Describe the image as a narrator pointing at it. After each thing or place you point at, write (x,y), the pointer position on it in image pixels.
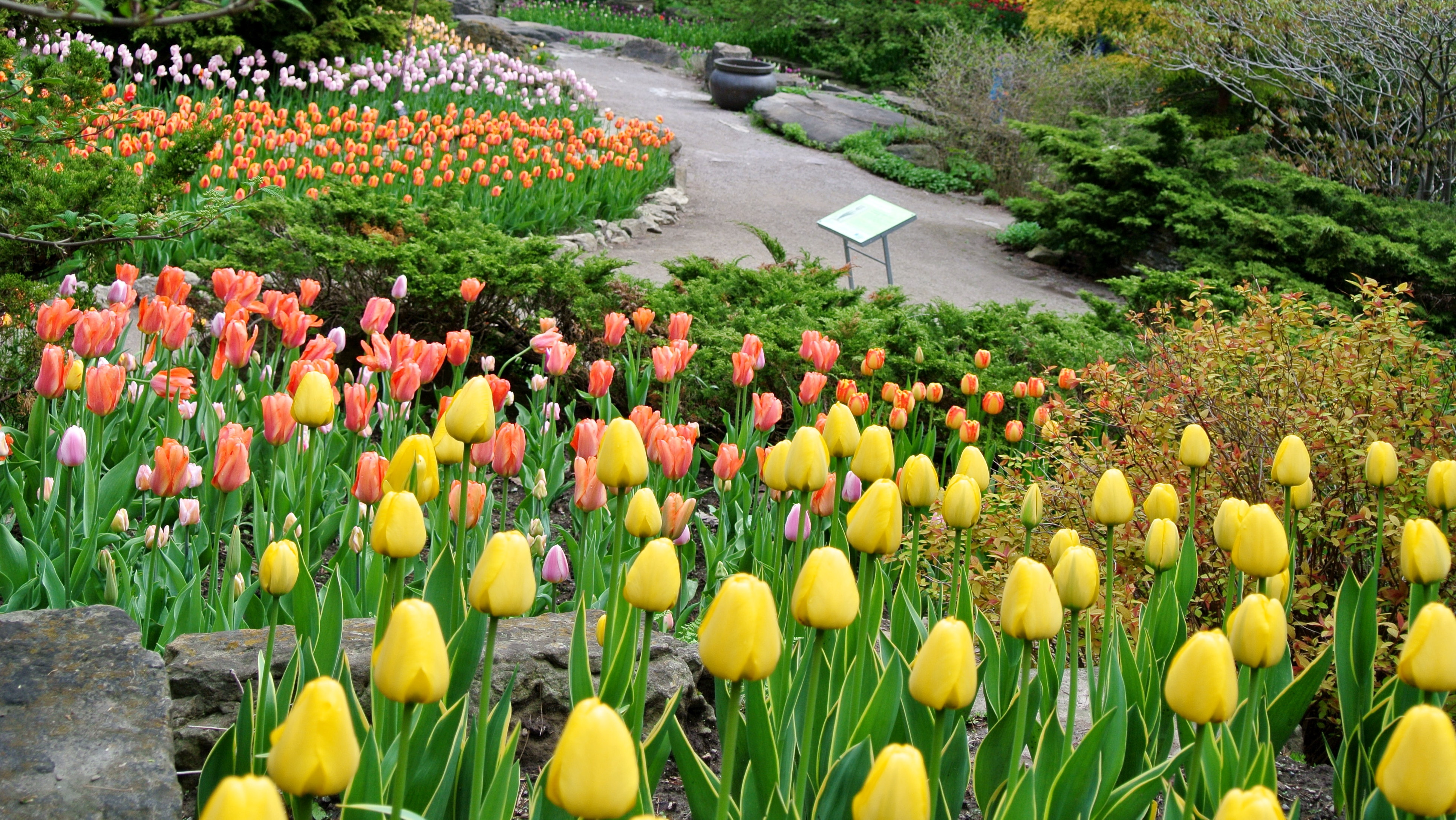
In this image I can see few flowers (655,608) in yellow, pink, orange and purple color, few plants (196,92) in green color and I can also see some object (844,235) in white color. In the background (748,106) I can see the pot (715,91) in black color.
